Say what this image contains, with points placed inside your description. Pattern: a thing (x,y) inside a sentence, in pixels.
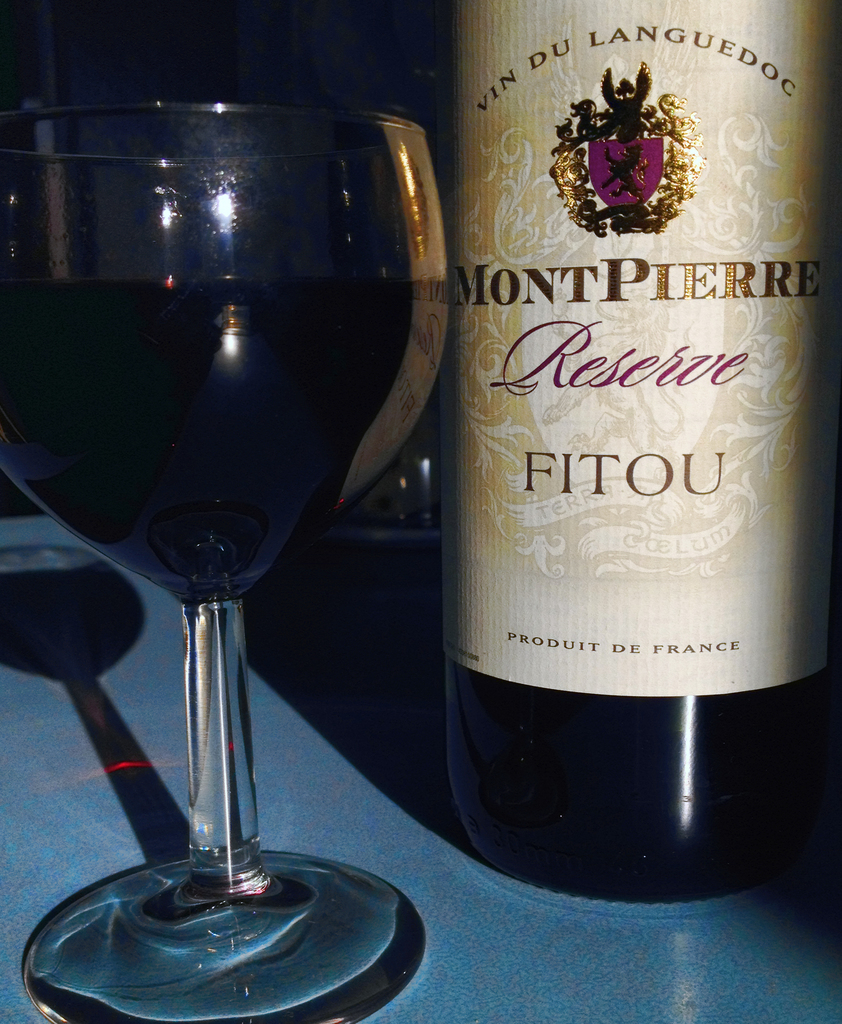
In this image there is a bottle (449,575) and a glass (273,530) with some drink (244,545) on the table (261,780), there is a reflection (162,844) of glass (183,882) on the table (103,829).
